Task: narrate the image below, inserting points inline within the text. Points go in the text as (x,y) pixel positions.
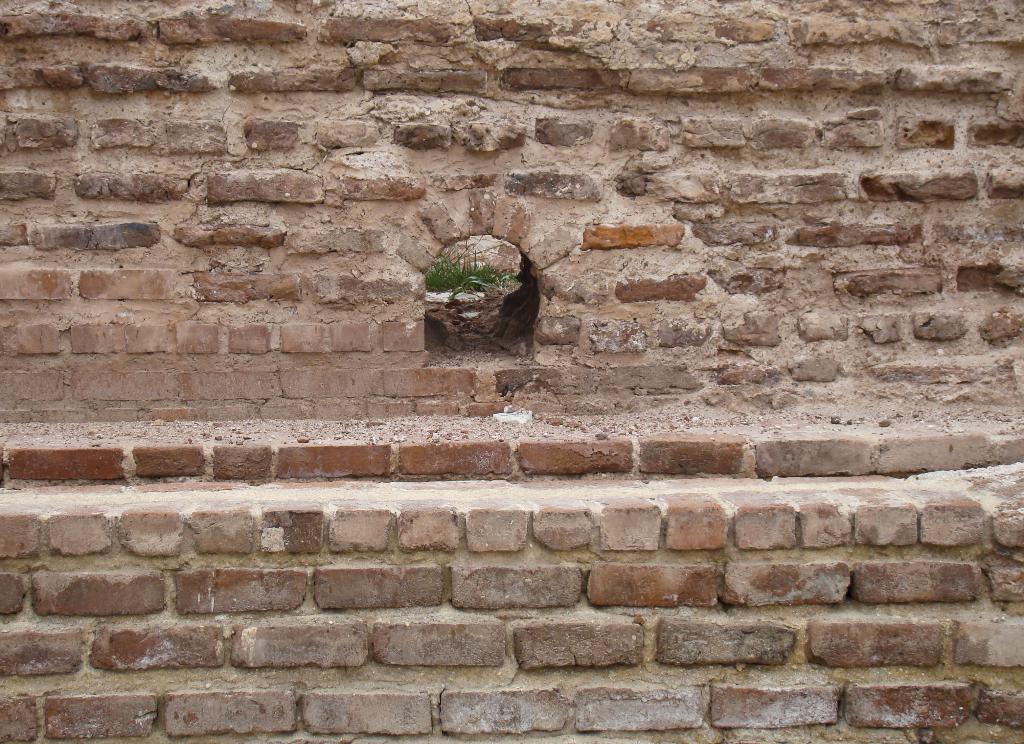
In the image there is a brick wall (395,359). In the middle of the brick wall (399,329) there is an arch shaped hole (482,276). Inside the hole (468,278) there is grass (443,270).
